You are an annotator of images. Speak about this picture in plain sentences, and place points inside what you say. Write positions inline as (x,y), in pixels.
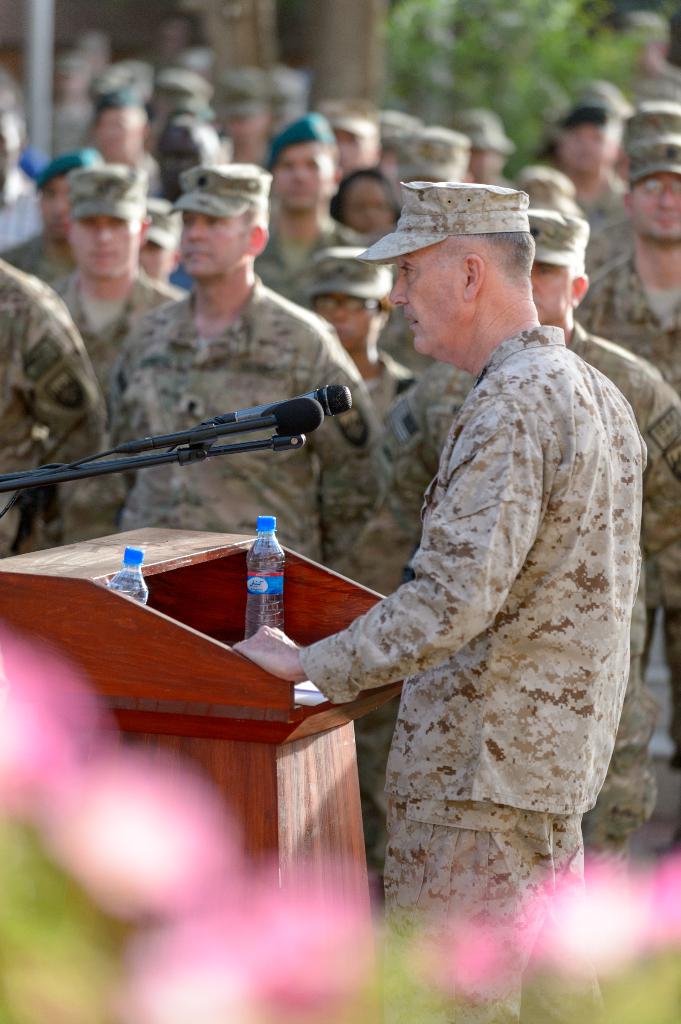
This picture is clicked outside the room. Here, we see many people (467,414) standing in uniform (520,407) and they are even wearing caps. The man (513,291) who is standing to the right of this picture (509,638) standing near a podium (217,802) on which two water bottles (280,565) are placed and even we can see paper (307,687) on it. He is talking on a microphone (294,416).
